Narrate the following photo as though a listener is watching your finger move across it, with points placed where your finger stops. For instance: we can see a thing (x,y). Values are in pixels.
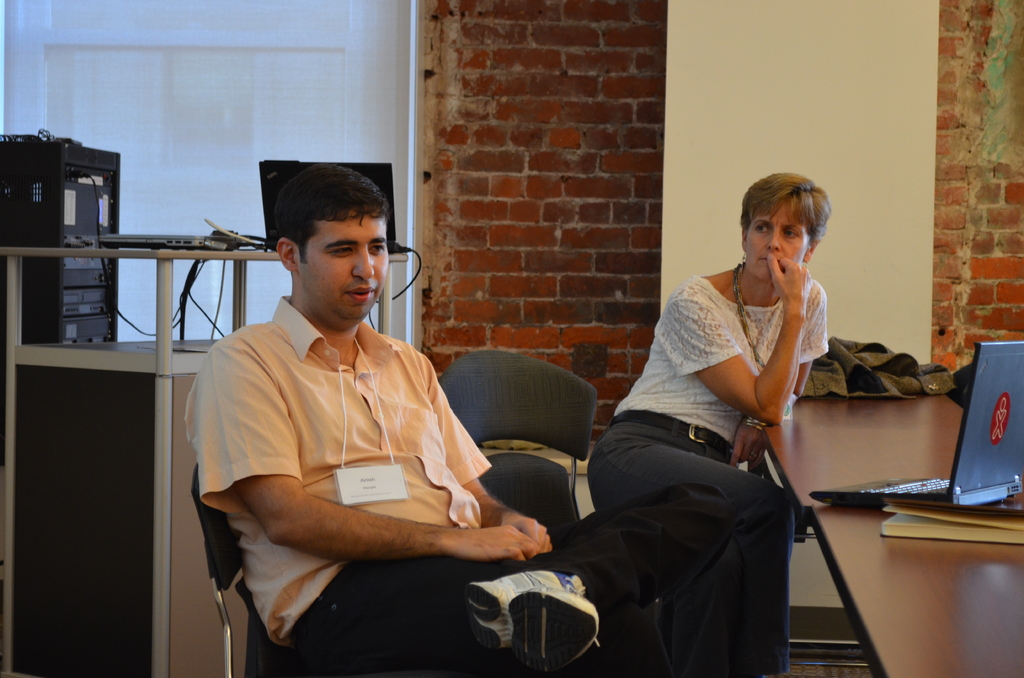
These two persons (479,537) are sitting on the chair (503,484). We can see laptop (984,482), book (1006,523), cloth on the table (913,552). On the background (482,78) we can see wall (557,214), board (852,172), laptop (391,227).
